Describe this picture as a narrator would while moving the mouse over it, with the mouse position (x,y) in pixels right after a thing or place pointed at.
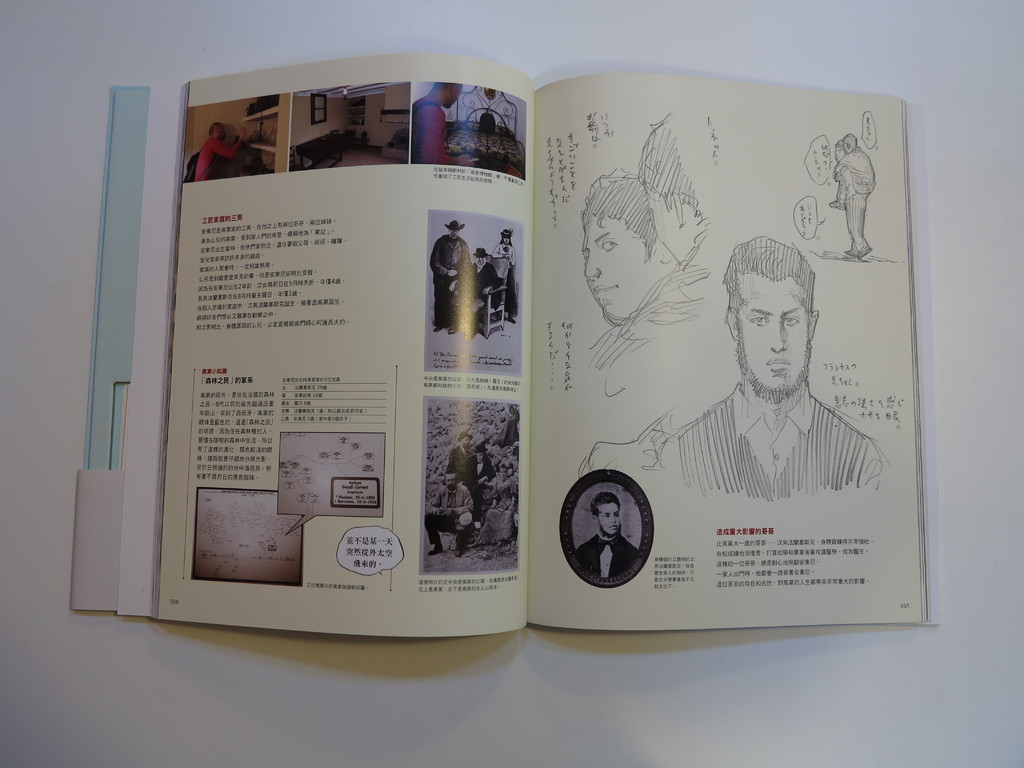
In this image there is a book (370,402) in the center (493,365) which is on the surface (555,655) which is white in colour.
